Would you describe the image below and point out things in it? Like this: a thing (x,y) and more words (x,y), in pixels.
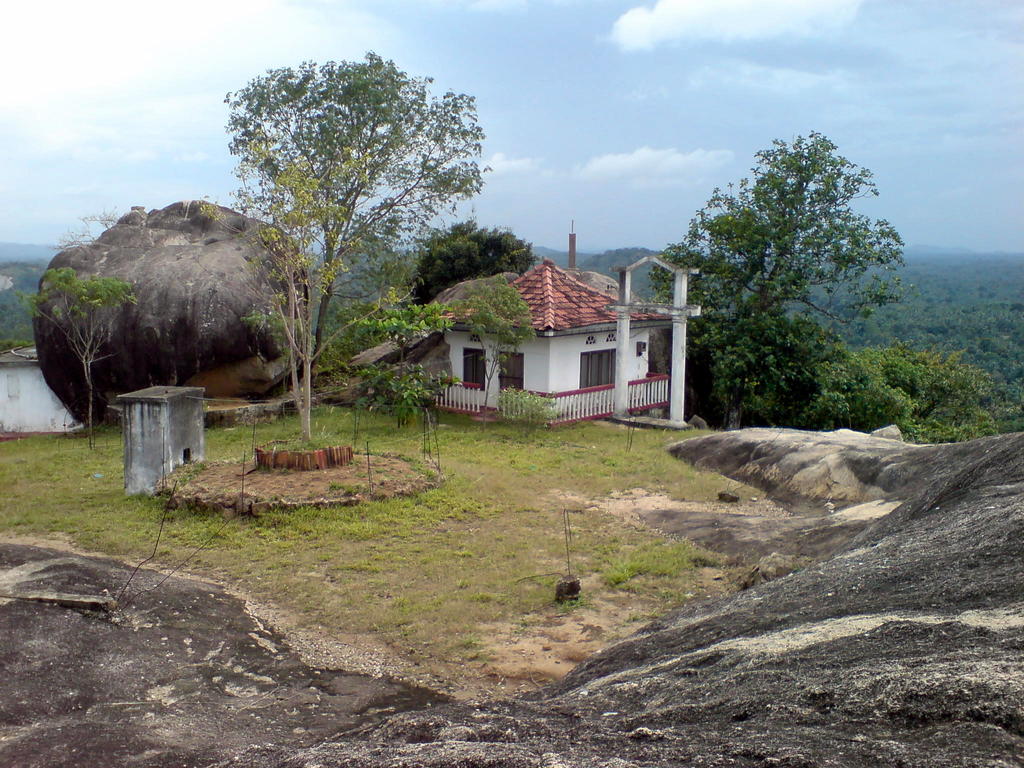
In the image there is a home (461,382) in the middle (609,382) with huge stones (189,342) around it with a garden (336,468) in front of it and in the back (785,259) there are trees (428,274) all over the place and above its sky (597,68) with clouds (839,81).
